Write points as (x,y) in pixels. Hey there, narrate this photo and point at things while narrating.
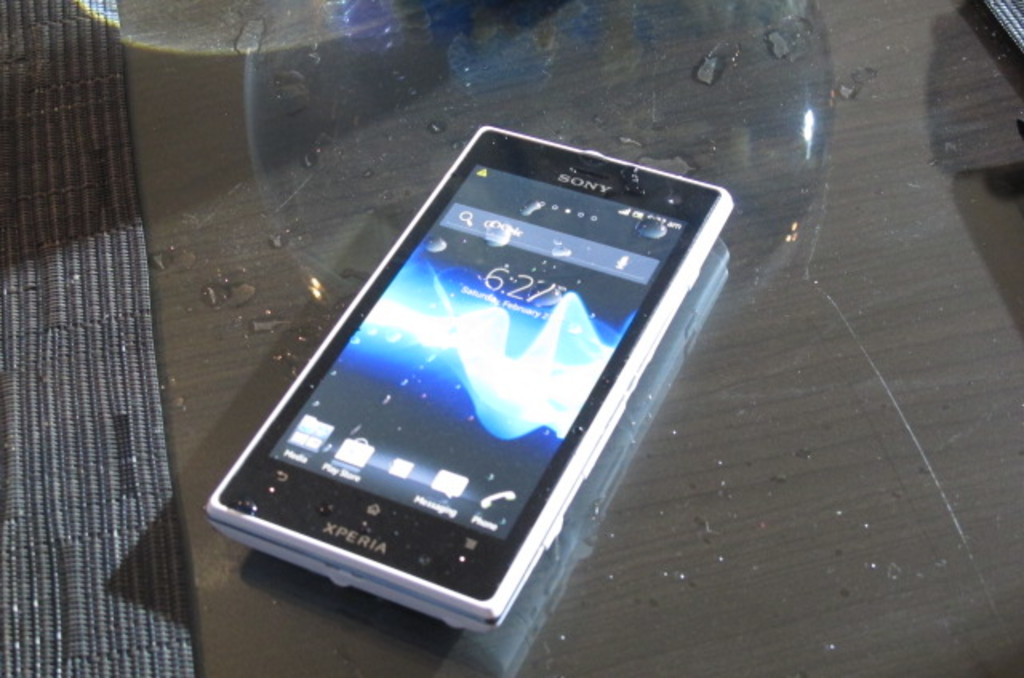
It is a mobile phone (417,370) of Sony company on a glass table (813,417).
